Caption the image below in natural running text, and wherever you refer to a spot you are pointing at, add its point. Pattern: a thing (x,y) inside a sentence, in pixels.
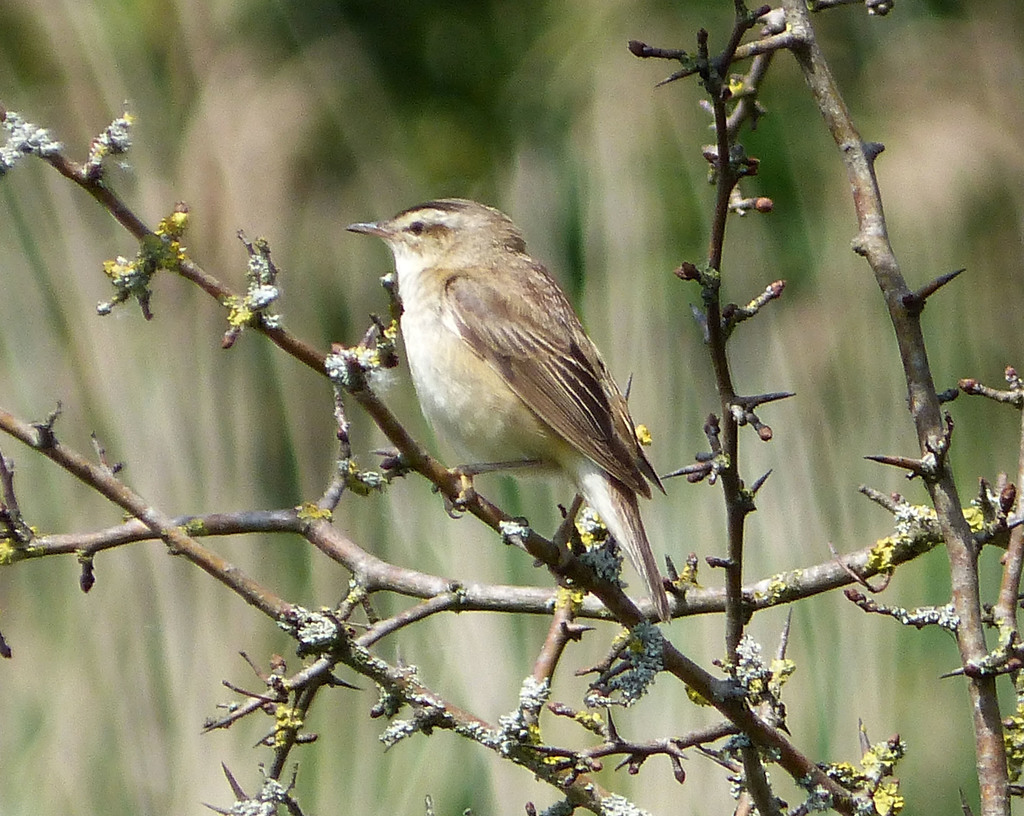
In the middle of this image (445,406) there is a bird (431,259) on a stem (537,535) facing towards the left side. It seems to be a plant (768,750). The background (519,91) is blurred.
